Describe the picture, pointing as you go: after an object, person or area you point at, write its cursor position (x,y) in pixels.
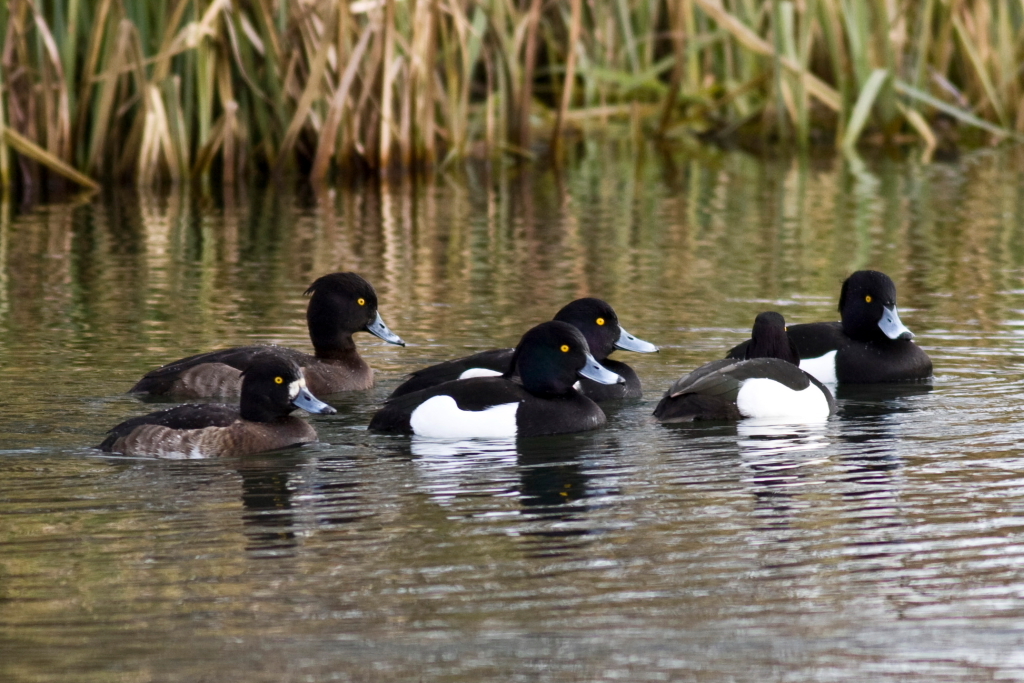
In this picture there are ducks (463,436) on the water (303,461). At the back (534,109) there are plants (27,21). At the bottom (594,584) there is water (844,575) and there are reflections (347,237) of plants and ducks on the water (333,525).
